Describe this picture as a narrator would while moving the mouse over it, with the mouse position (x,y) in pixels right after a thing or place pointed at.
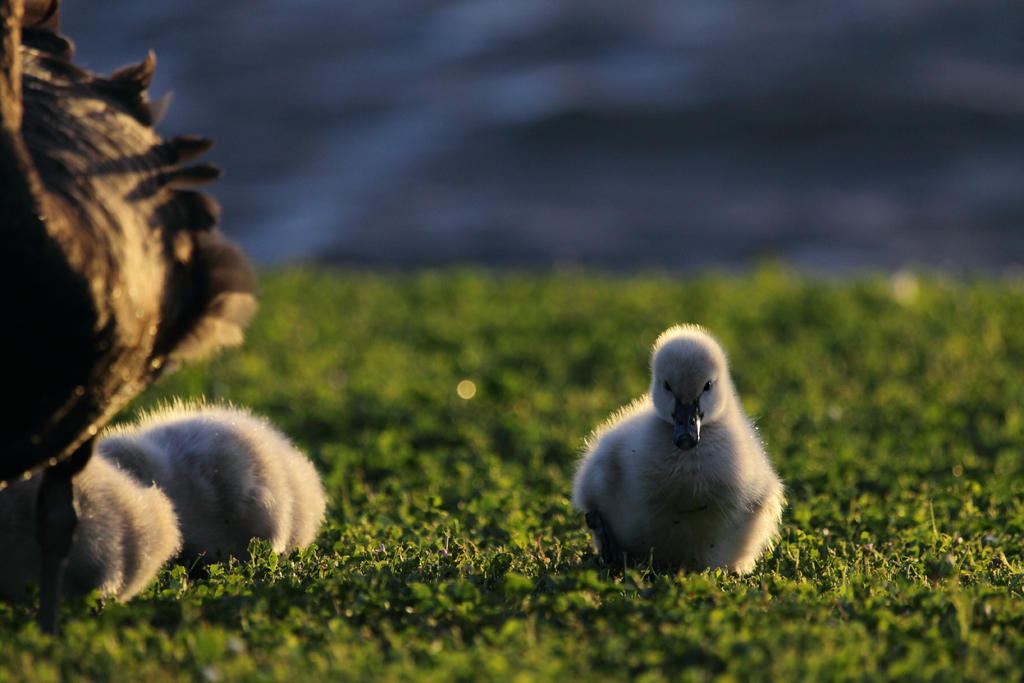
In the center of the picture (678,374) there is a duckling (632,483). On the left (179,490) there are ducklings (172,471) and a duck (20,264). In the foreground of the picture (405,496) there is grass (582,449). The background (722,85) is blurred.
